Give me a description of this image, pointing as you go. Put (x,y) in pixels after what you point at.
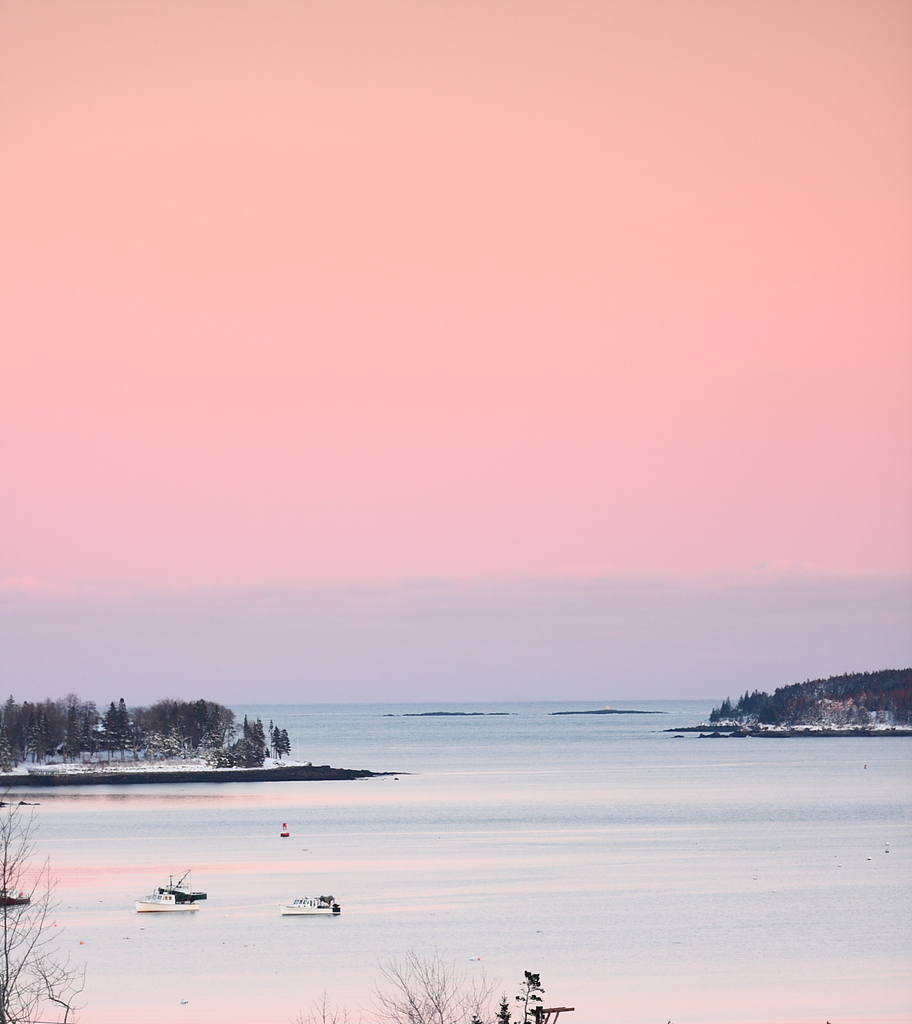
In this image I can see few trees (739,700), water (733,750), sky (597,330) and few boats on the water surface (817,970).
